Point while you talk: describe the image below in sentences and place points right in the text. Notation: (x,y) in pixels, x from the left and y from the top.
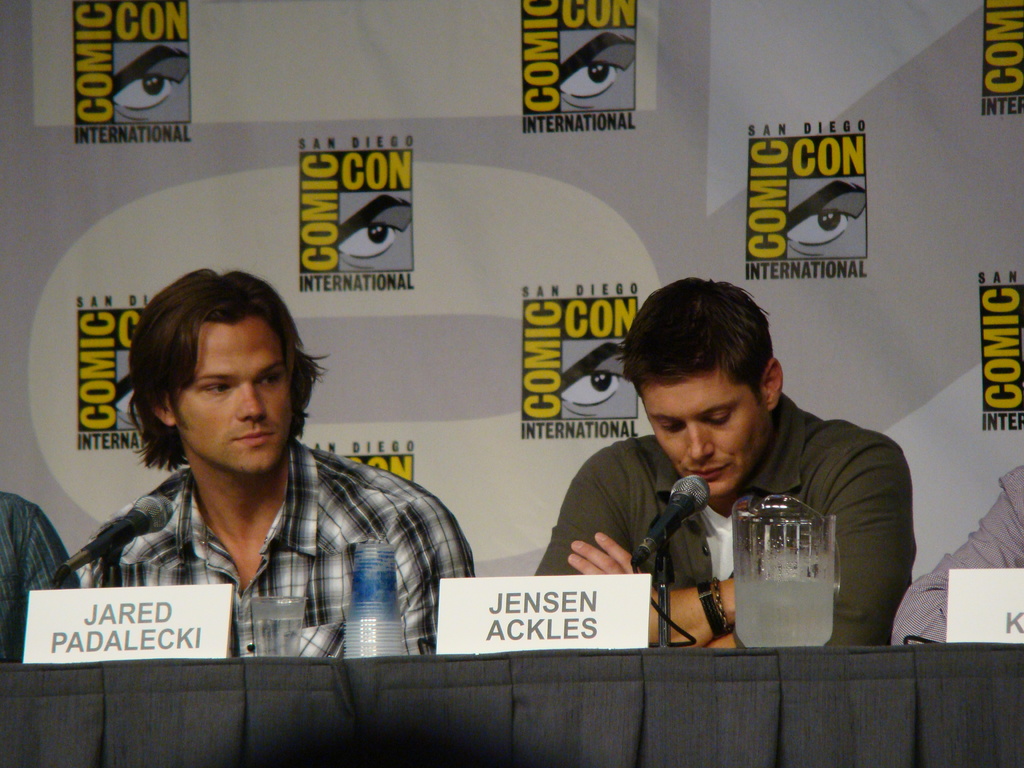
In this image I can see few people (799,447) are sitting. I can see few mic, glasses (367,612), boards (552,627) and few objects (765,604) on the table (963,692). Background (757,95) I can see the cream and white color surface (559,258) and something is written on it.
